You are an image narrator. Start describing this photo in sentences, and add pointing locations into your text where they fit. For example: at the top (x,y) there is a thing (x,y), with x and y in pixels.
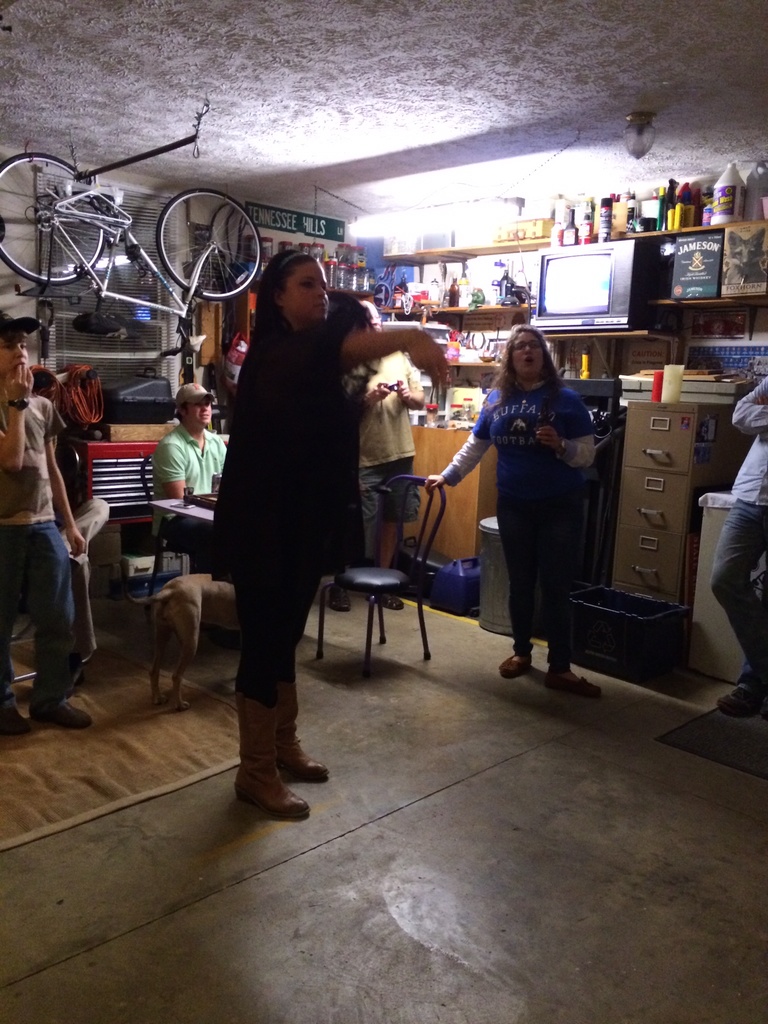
In this picture we can see a group of people (239,493) standing on the floor (131,614) and a man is sitting on a chair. Behind the people (291,441), there is a bicycle (36,220), bottles (569,225), cup (679,392), wall (13,280) and other things (130,325).
